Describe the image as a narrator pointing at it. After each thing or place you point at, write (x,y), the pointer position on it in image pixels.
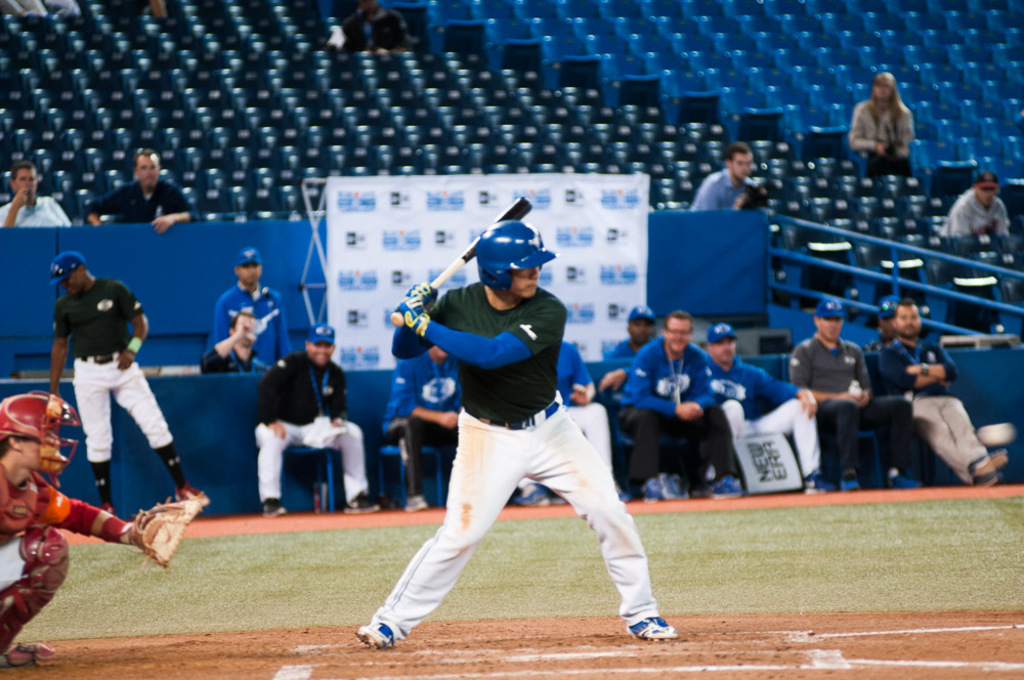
In this picture we can see a person (460,562) standing on the ground (554,587), holding a bat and in the background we can see people (416,359).
